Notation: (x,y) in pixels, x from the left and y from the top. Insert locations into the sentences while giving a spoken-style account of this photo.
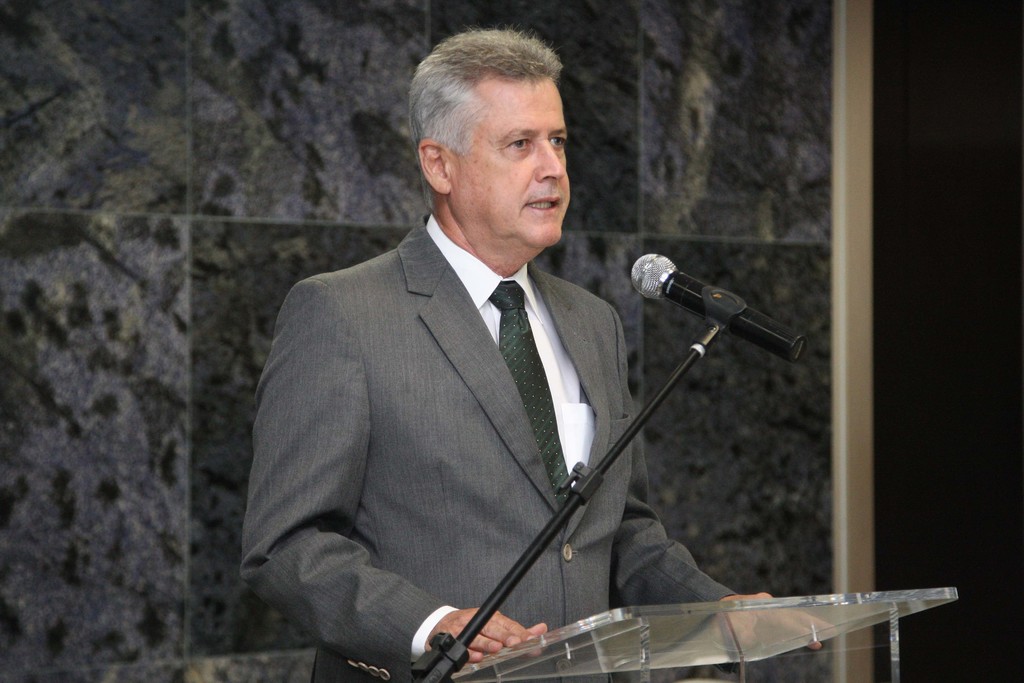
In this image there is a person (517,420) standing in front of a podium (767,618) and there is a mic (676,290), in the background (641,313) there is a wall (776,377).
